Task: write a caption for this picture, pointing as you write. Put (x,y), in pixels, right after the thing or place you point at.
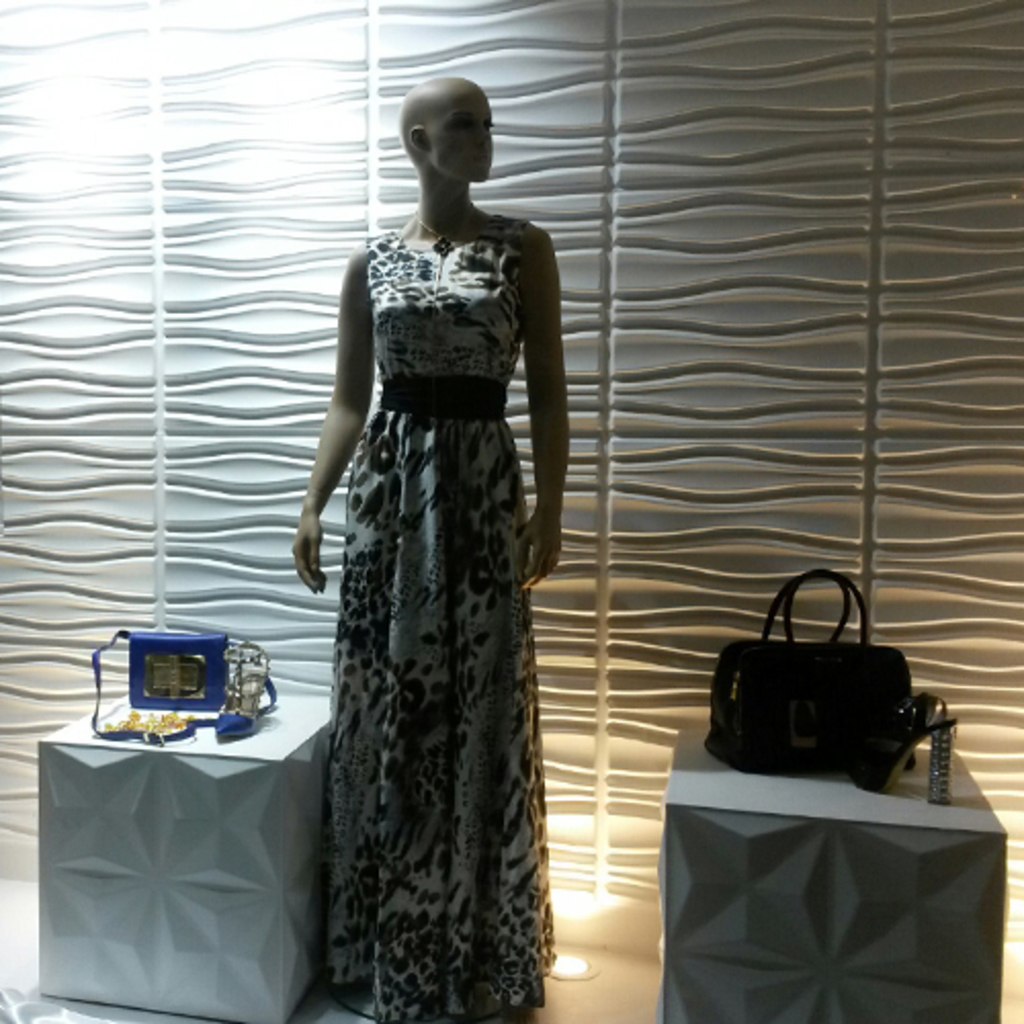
In this picture a lady mannequin (394,381) is placed in the center of the image (411,579) and with handbags (206,677) placed on both the side of the mannequin (433,156). In the background (200,164) there is a beautiful white wall (657,265).
